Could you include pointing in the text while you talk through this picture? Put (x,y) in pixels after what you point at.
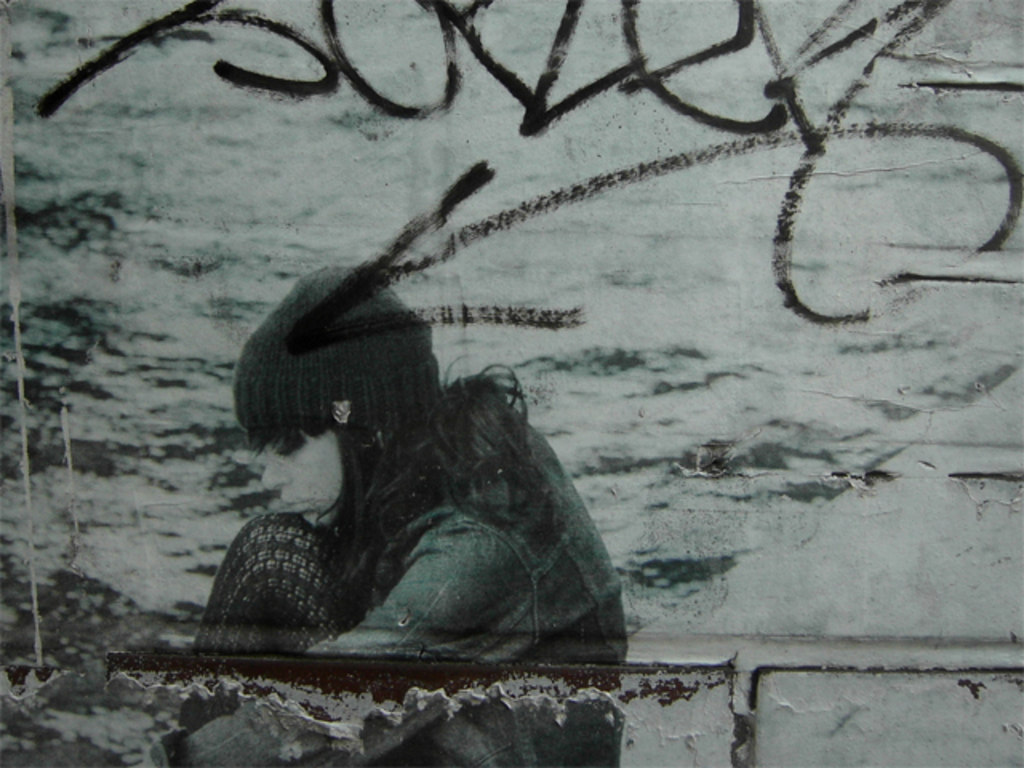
In this picture we can see a girl (273,526) wore a cap (297,297), jacket (458,633) and sitting and some text (473,1) on the wall (851,527).
